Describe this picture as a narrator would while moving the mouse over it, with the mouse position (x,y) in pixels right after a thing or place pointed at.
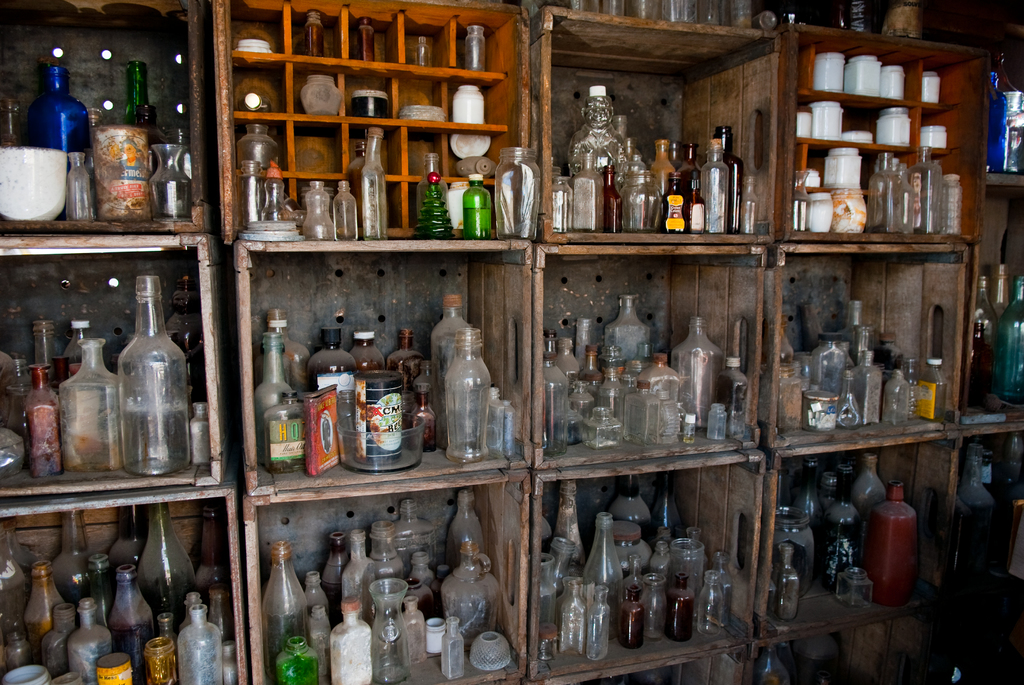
In this picture we can see some bottles (692,617) in the rack (202,307).
